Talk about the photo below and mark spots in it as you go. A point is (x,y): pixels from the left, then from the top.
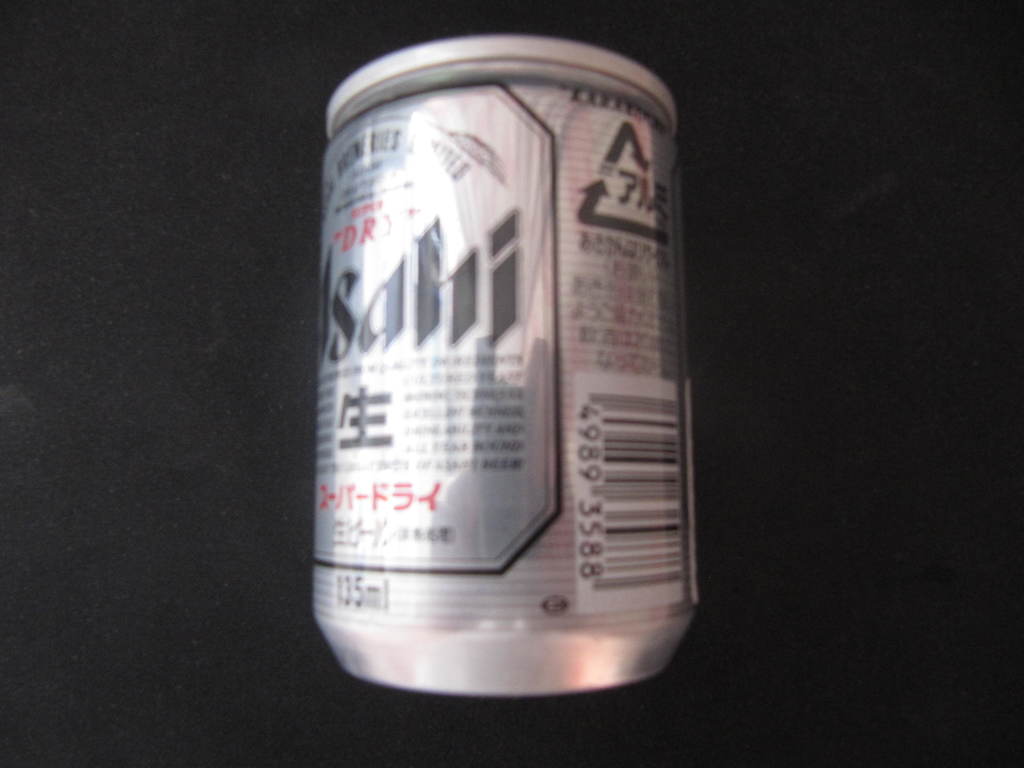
In this picture we can see a tin (473,101) on a black surface (85,697).
